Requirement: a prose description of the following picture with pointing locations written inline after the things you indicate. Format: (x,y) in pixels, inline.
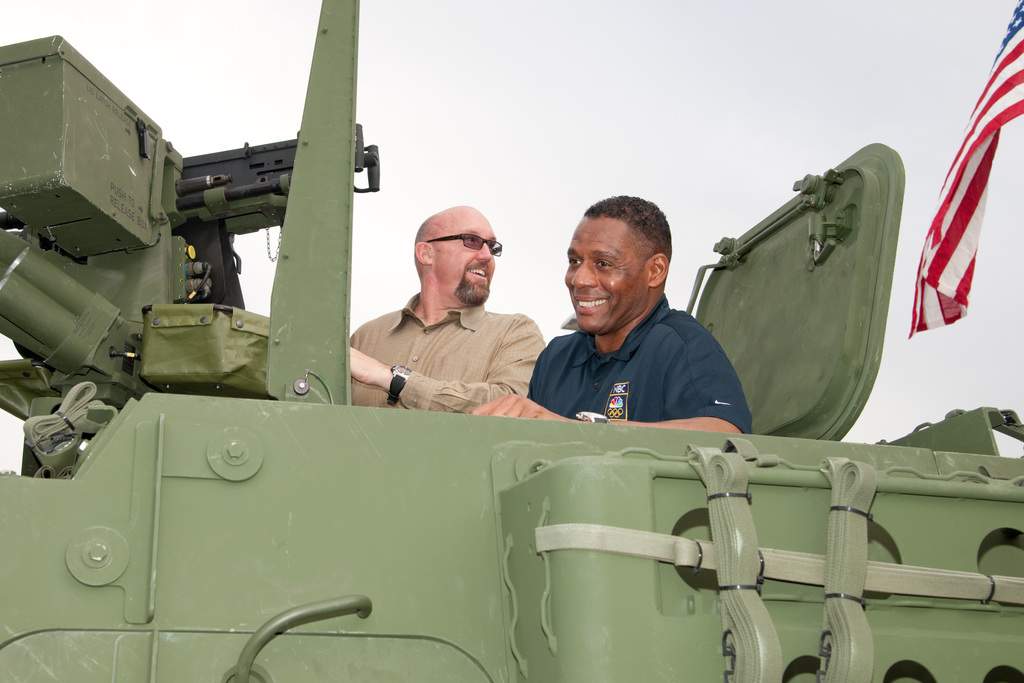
In this image we can see a military armored car (990,409). And we can see two men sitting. And we can see the flag (949,223). And we can see the sky (575,35).
